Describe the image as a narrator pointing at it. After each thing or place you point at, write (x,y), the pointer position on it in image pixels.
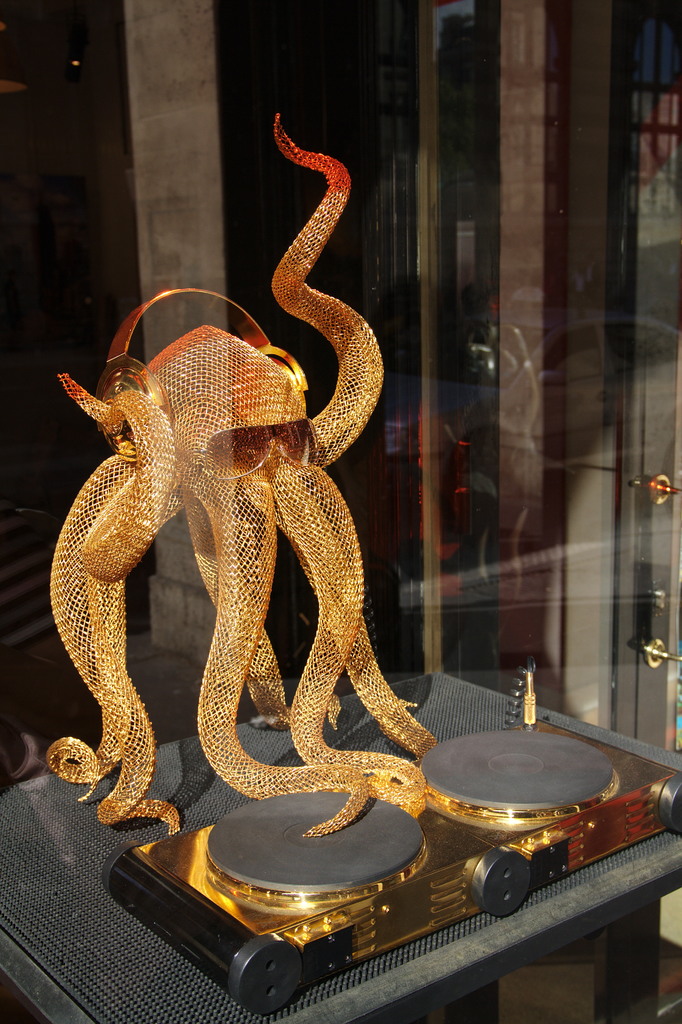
In this image there is octopus like object (225,558) with goggles (244,455) and headset (150,373) in the display and surrounded by glass (13,359).
